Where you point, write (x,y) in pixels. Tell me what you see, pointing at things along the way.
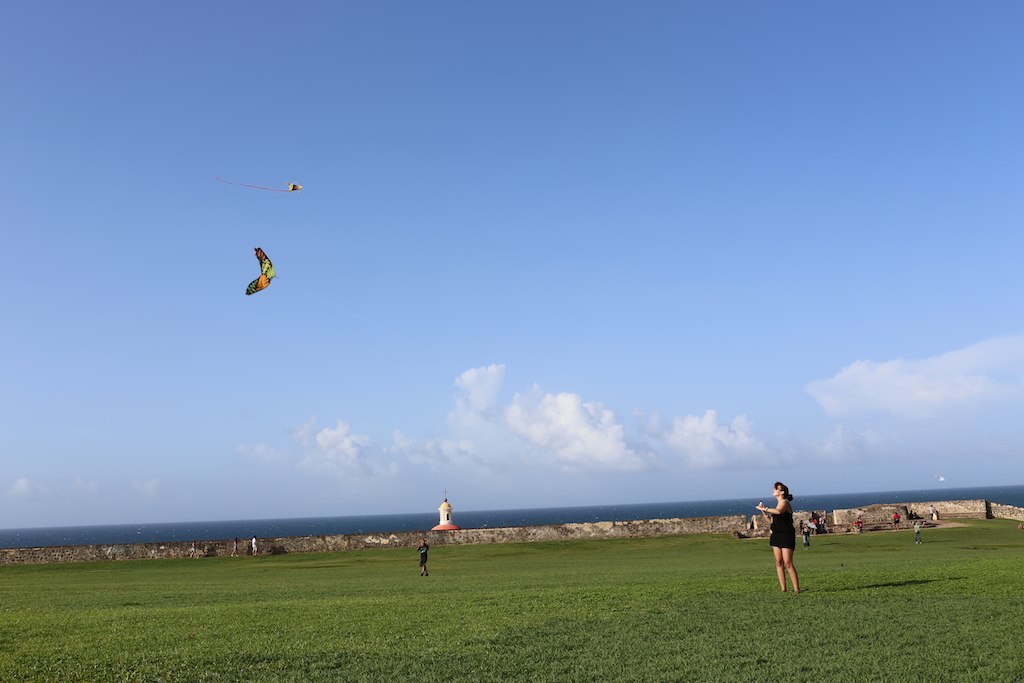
In this picture there are people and we can see grass (396,620), kites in the air and wall (372,540). In the background of the image (430,522) we can see lighthouse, water (389,520) and sky (512,268) with clouds (469,424).
